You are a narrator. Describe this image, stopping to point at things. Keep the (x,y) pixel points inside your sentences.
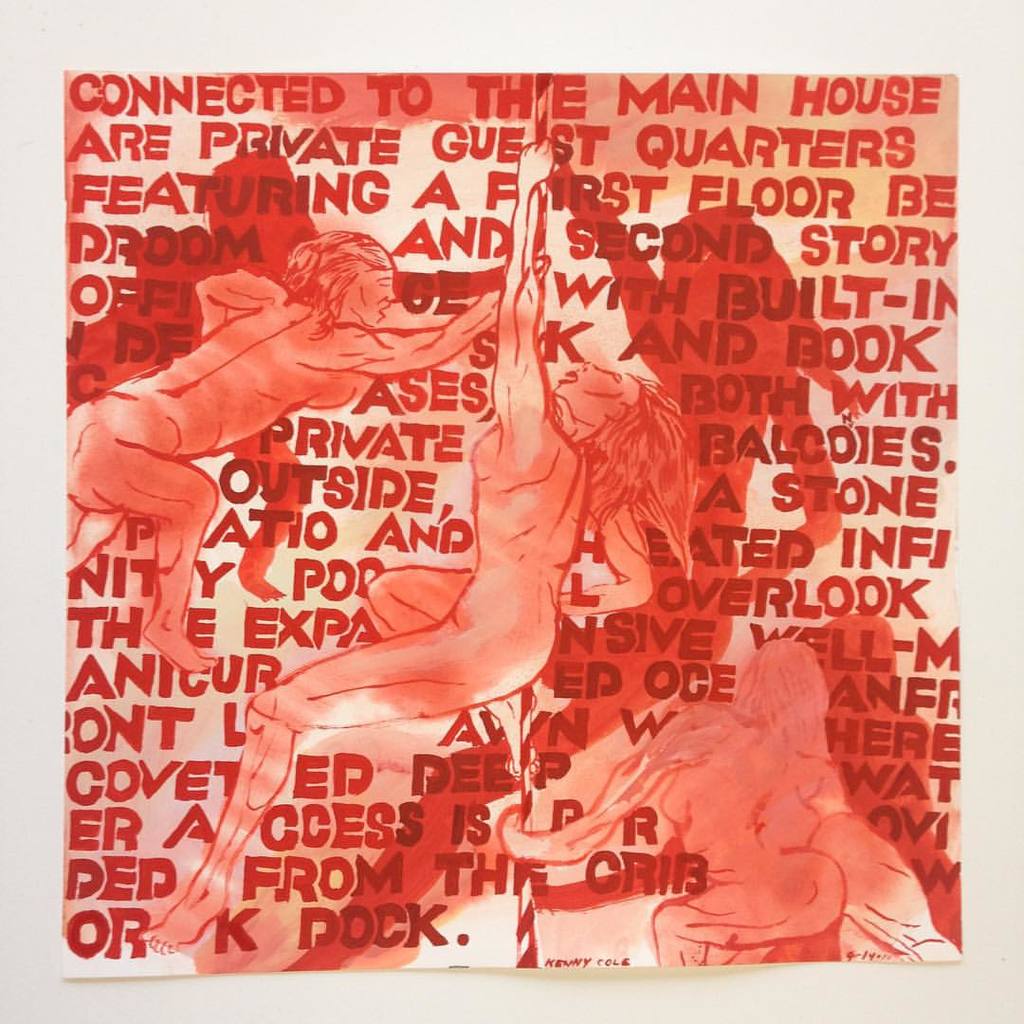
In this image there is a paper (187,154), on that paper (748,190) there is some text (779,549) and pictures (256,408).
